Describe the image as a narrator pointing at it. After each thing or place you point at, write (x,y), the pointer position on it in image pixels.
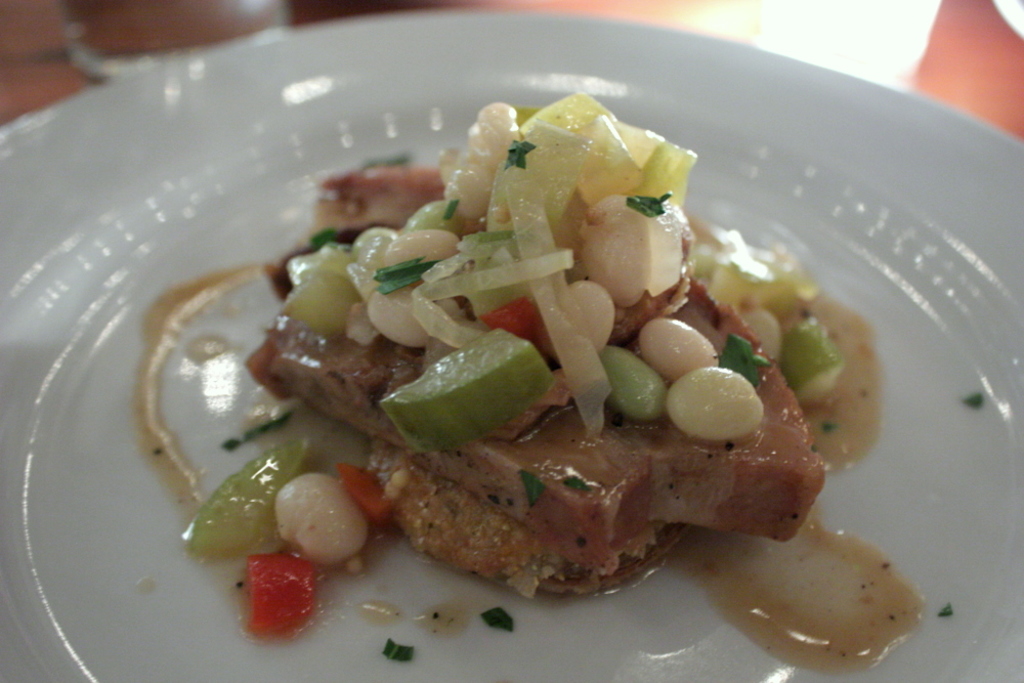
On this white plate (937,379) there is a food (470,343). Background (870,38) it is blur.
